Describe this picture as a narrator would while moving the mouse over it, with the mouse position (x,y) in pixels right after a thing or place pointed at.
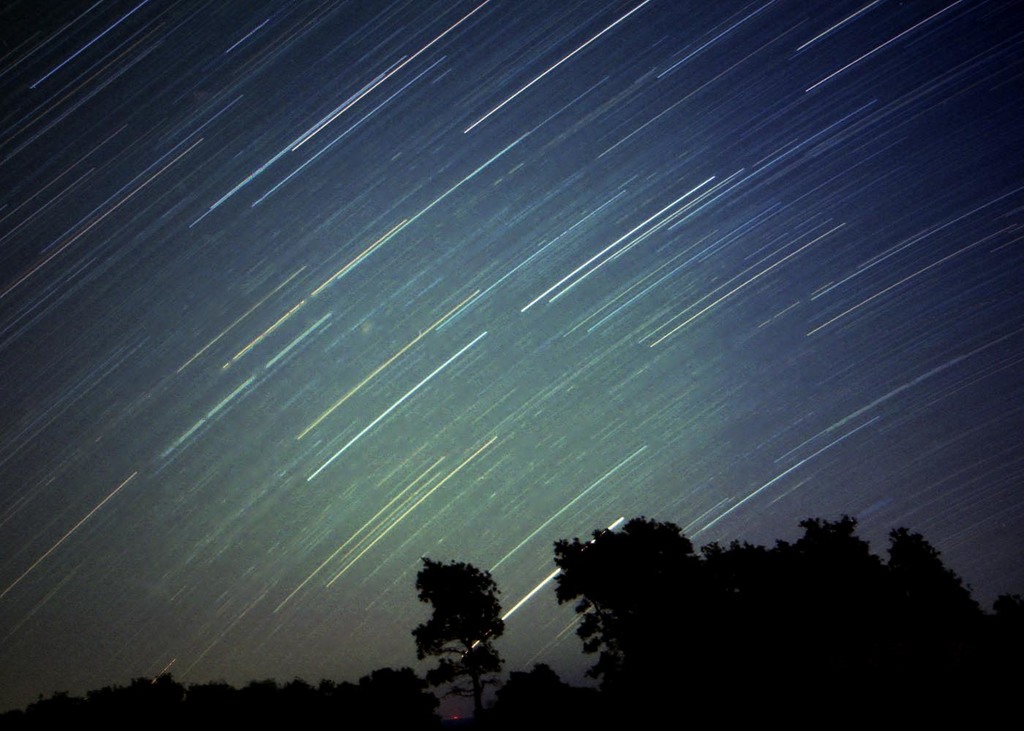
In the image we can see there are many trees (662,632), sky (228,299) and stars (327,281).
